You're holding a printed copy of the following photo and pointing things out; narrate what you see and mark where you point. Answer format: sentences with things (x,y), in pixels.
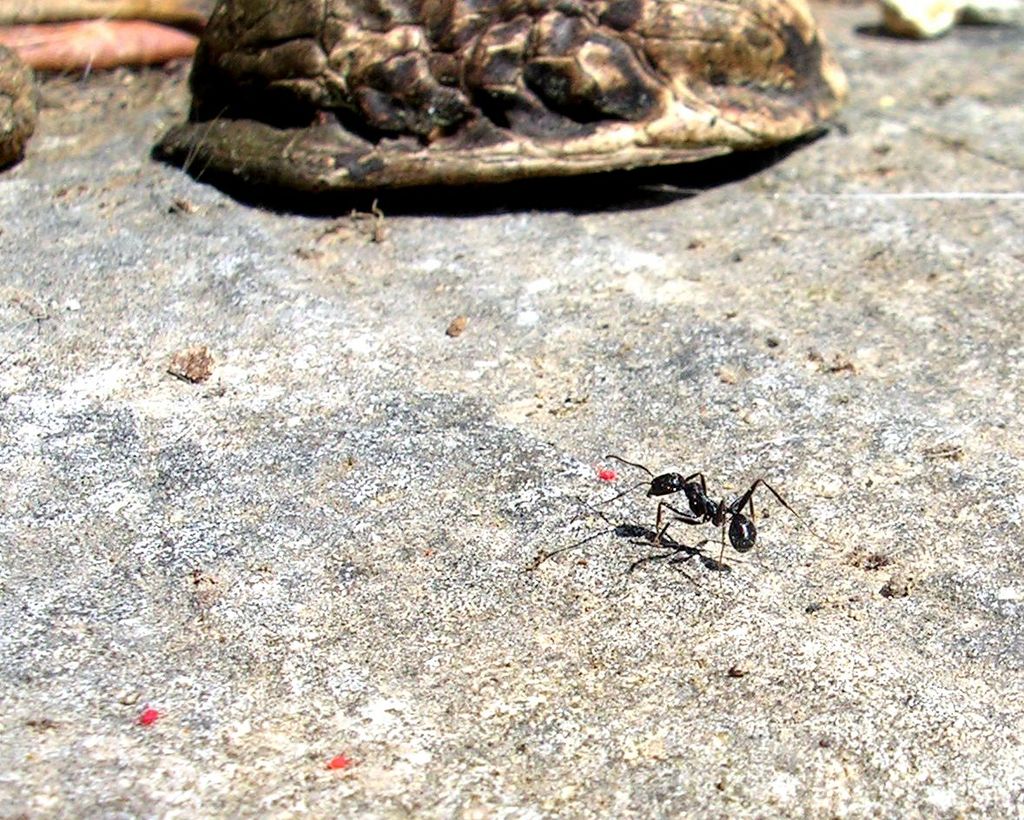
This picture shows a black ant (681,487) on the ground (849,461).
